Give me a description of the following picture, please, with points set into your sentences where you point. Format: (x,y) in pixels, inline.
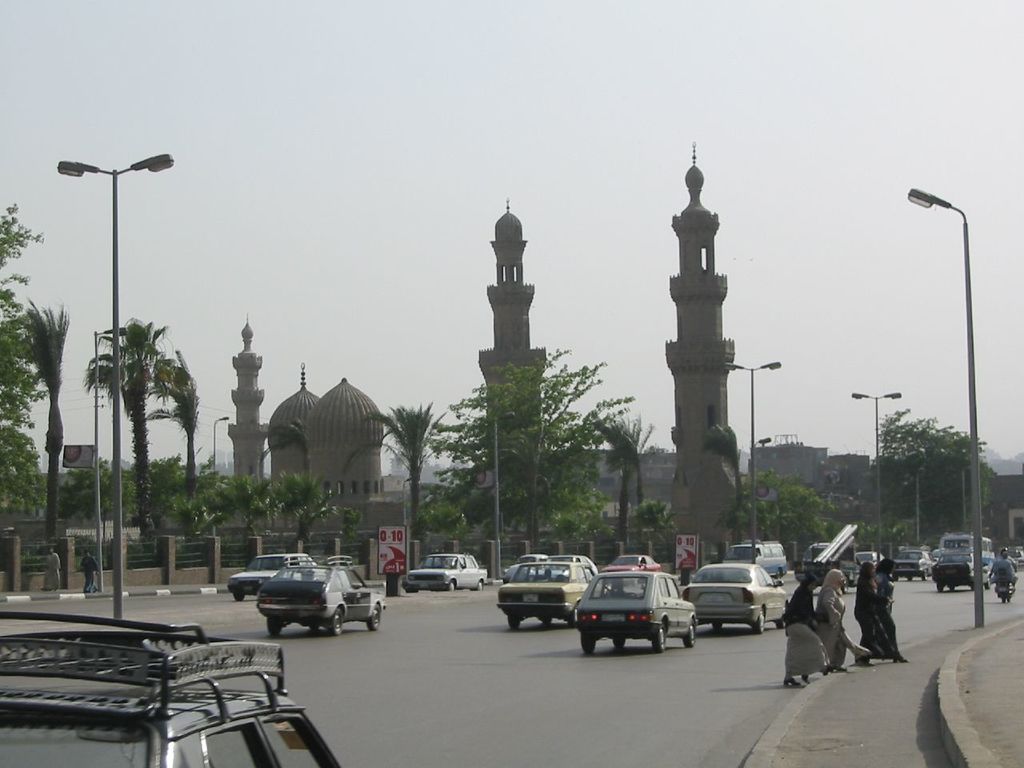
In this picture we can see some cars (669,621) and vehicles (554,609) traveling on the road (399,650), on the right side (872,628) there are some people (866,627) walking, in the background (766,496) there are towers (705,469), trees (526,472), poles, lights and boards (387,559), we can see the sky (452,91) at the top of the picture (501,89).
